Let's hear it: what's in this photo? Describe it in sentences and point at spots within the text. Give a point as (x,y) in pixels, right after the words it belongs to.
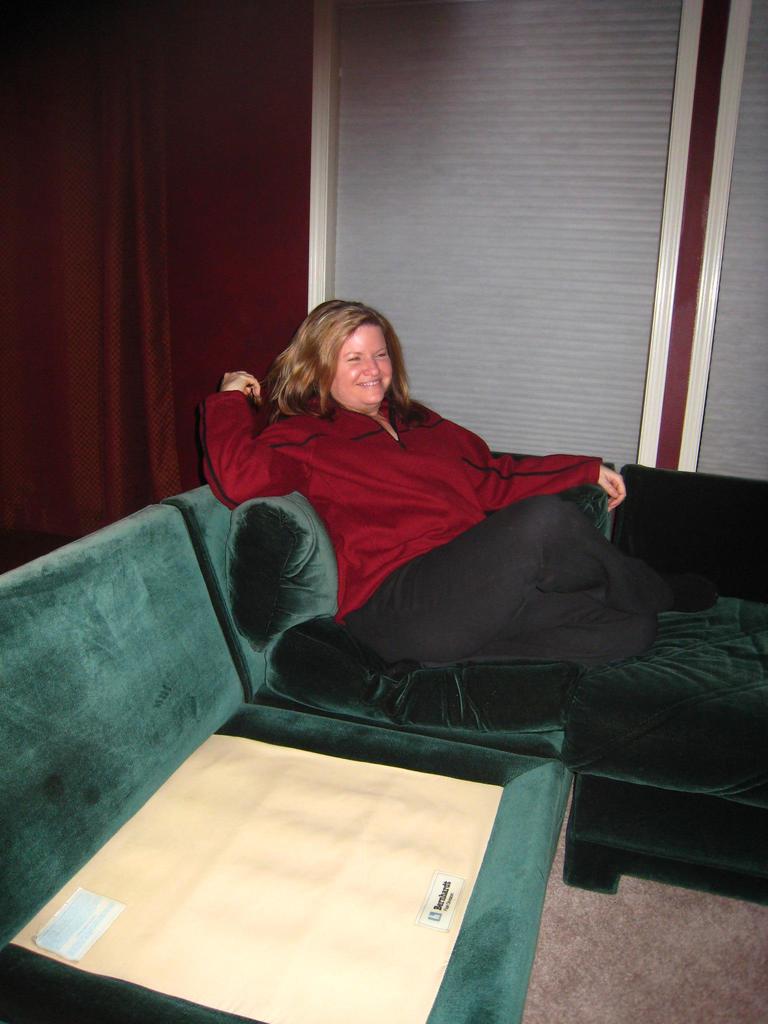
In this Image I see a woman (290,451) who is sitting on the couch (207,517) and she is smiling. In the background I see the wall (188,371).
